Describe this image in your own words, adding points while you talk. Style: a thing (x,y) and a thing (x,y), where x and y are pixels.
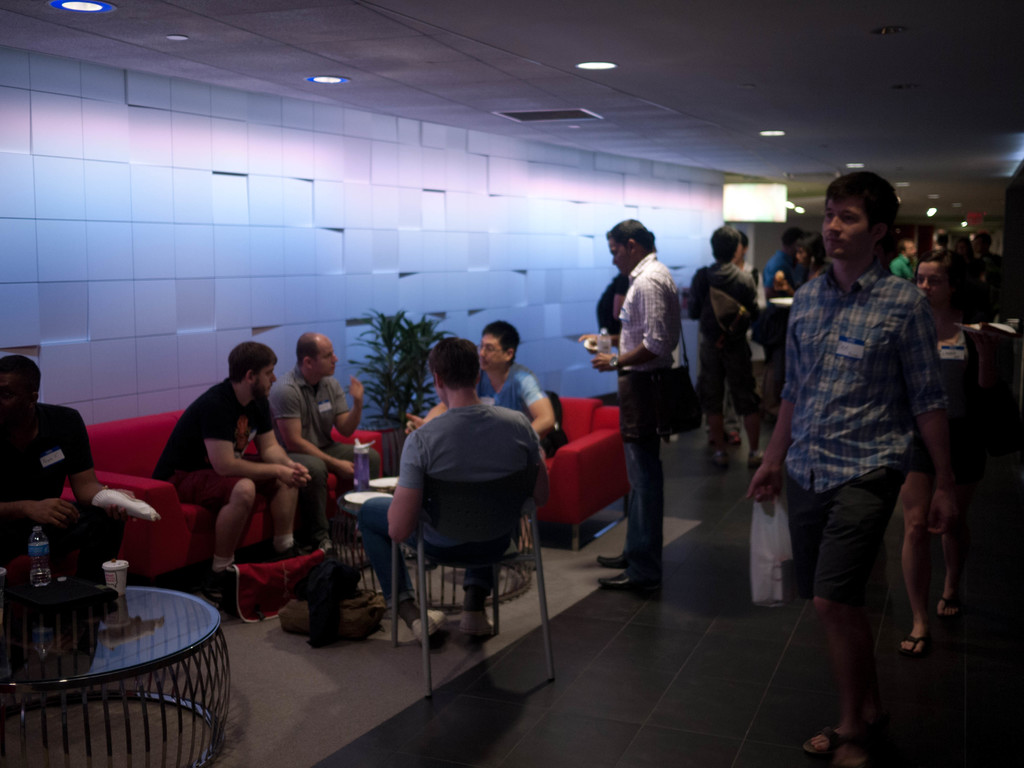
In the picture there are many people (912,363) walking on the floor (791,652) and some guys (276,468) are sitting on sofa (261,509) around table (352,509) talking with each other. Beside them there is a plant (419,400). The left side wall (420,217) is built with square tiles (158,249) and the ceiling (591,72) has lights (603,67).
